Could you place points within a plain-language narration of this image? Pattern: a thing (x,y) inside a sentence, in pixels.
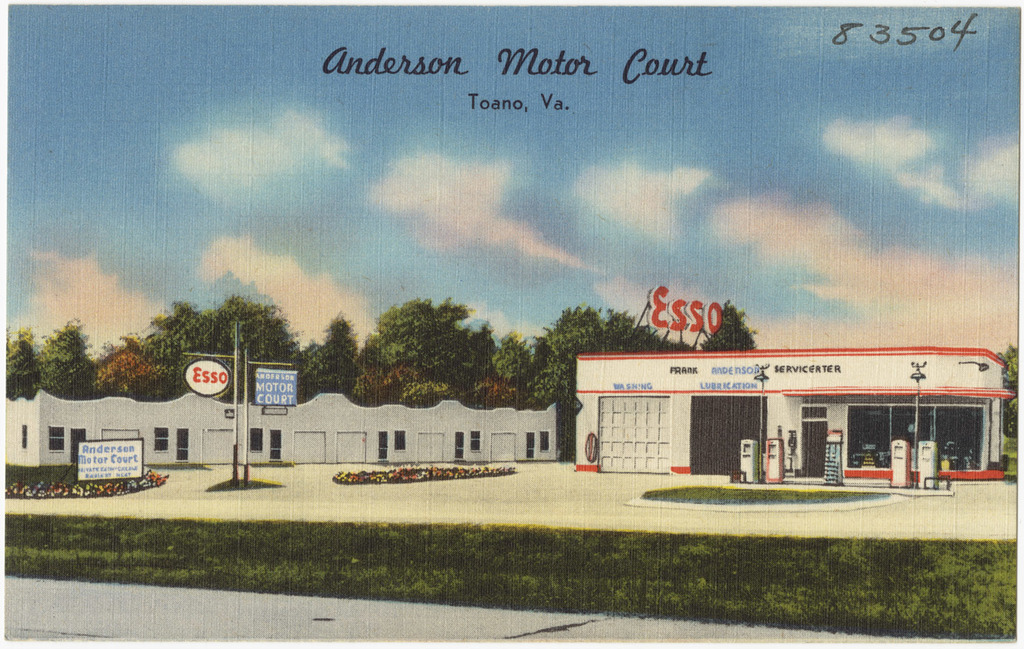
There is grassland (437,532) in the foreground area of the image (620,548), there are flower plants (402,467), poles (268,365), it seems like fuel dispensers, building structures (631,358), trees (547,368) and the sky (565,214) in the background (564,99). There is text (504,99) at the top side (344,62).
